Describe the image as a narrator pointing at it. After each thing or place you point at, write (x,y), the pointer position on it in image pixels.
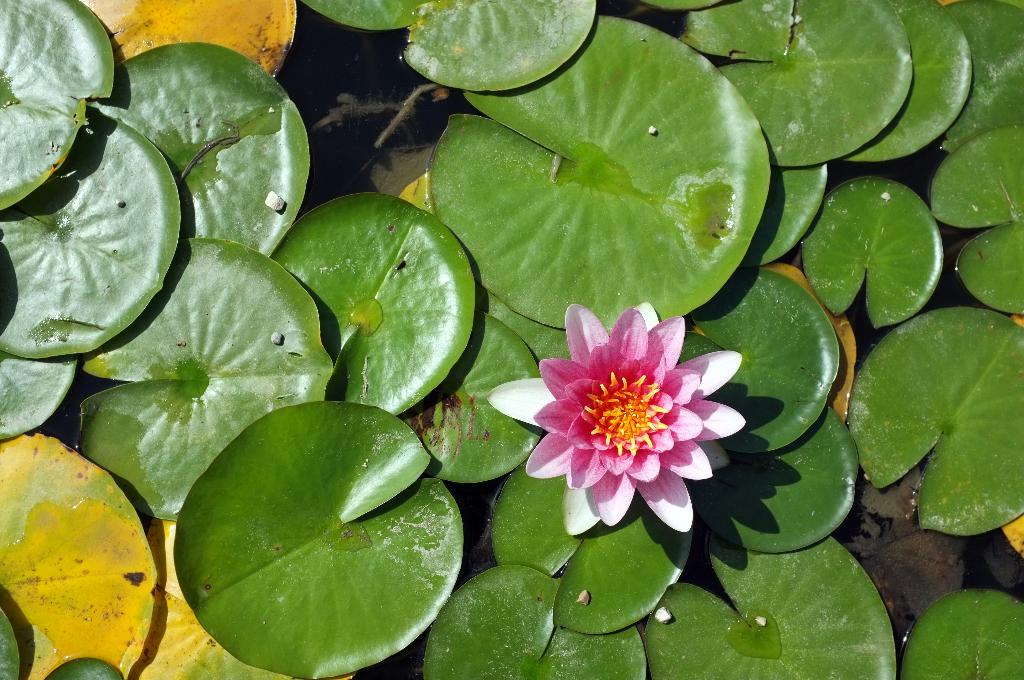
In this image we can see few leaves (286,266) and a flower (674,420) floating on the water (420,140).
